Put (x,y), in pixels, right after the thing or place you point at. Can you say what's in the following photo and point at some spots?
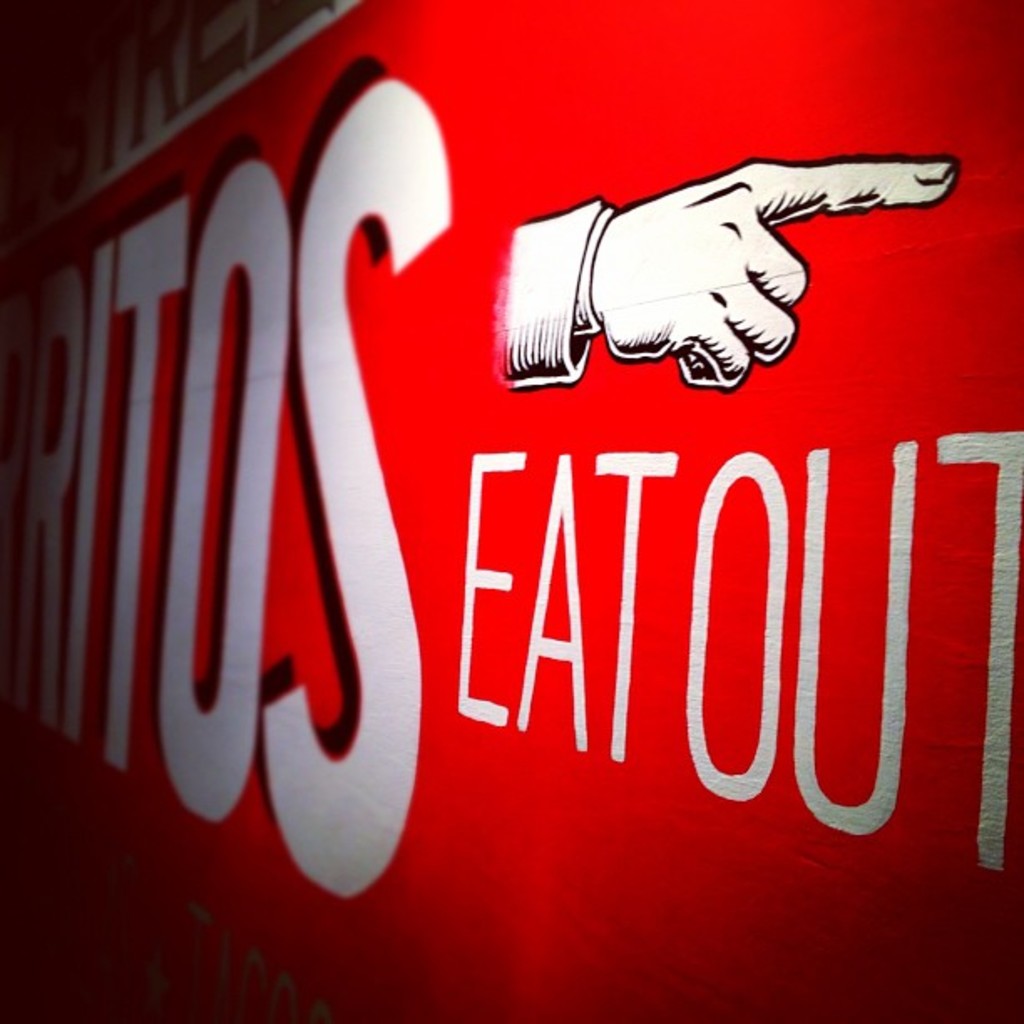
In this image we can see a red wall (452,646). On the wall (193,159) something is written. And there is a drawing (602,239) of a hand (572,254).
